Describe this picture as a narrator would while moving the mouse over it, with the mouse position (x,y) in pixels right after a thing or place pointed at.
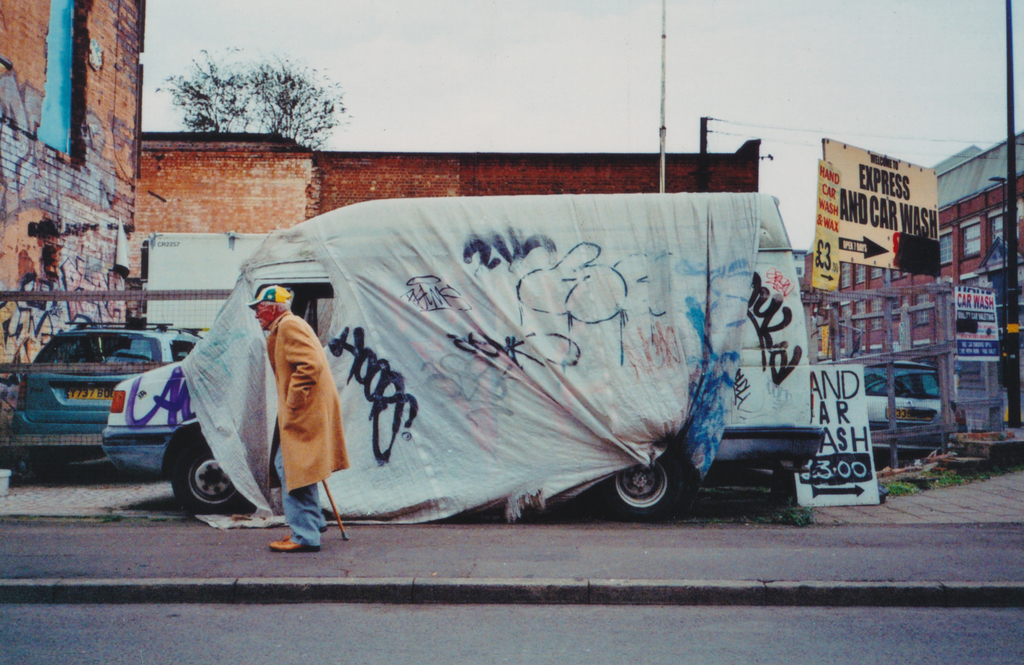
In this picture we can see a man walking here, in the background (768,383) there is a vehicle (755,351), we can see a cloth (634,412) here, there is a hoarding (888,268) here, on the right side (981,229) there is a building (969,237), we can see a pole (664,172) here, there is a tree (322,148) here, on the left side (94,426) there is a car (106,421), we can see the sky (518,70) at the top of the picture (543,35).
